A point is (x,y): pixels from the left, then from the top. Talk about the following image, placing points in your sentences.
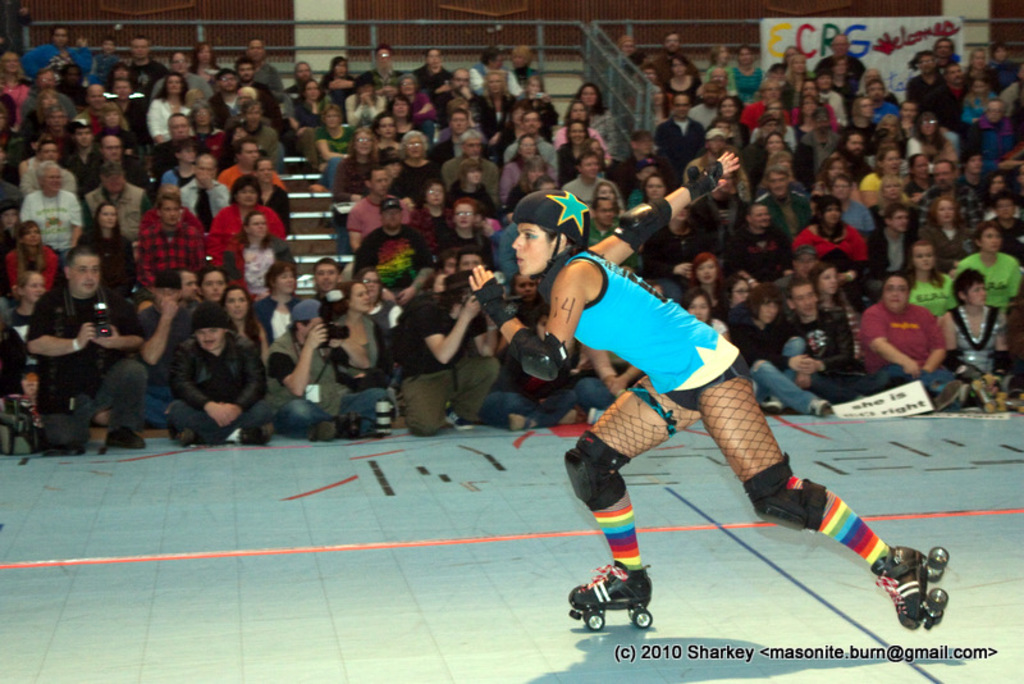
In this image I can see a person (919,564) skating and the person (689,320) is wearing blue and black color dress (648,305). Background (842,224) I can see few other persons (837,253) sitting and a white color board (814,39) attached to the pole (723,22) and I can see something written on the board (893,58).
